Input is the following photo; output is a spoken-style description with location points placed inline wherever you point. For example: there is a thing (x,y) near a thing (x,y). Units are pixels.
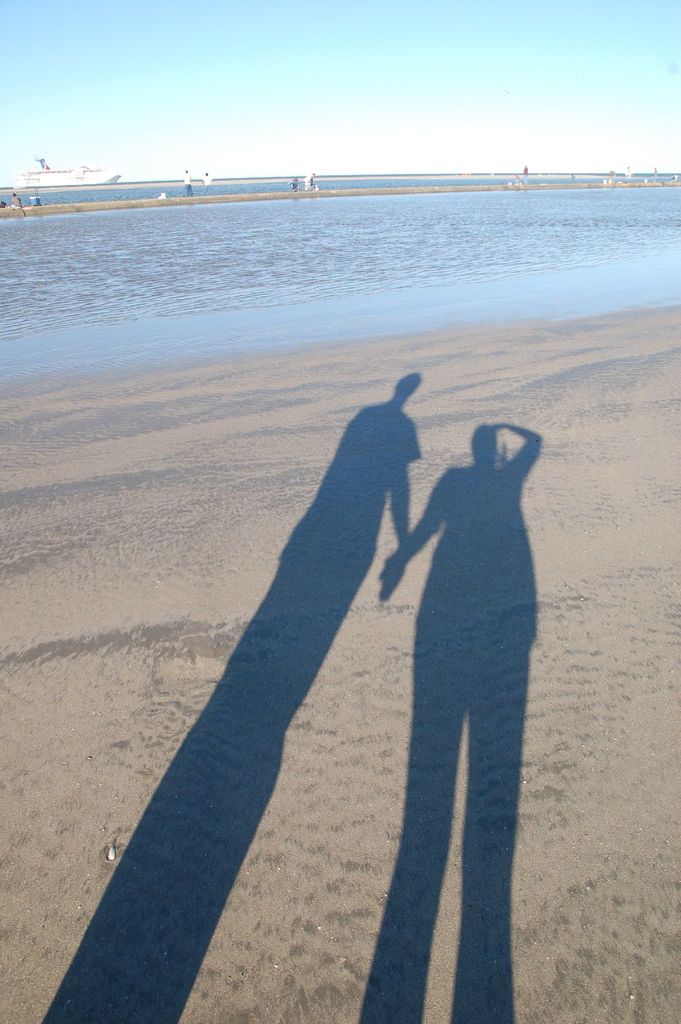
In this image, I can see the shadow (311,565) of two people (333,517) standing. In the background (48,187), that looks like a ship (21,178) on the water (103,194). There are few people (186,183) standing. This is the sea (459,183).
